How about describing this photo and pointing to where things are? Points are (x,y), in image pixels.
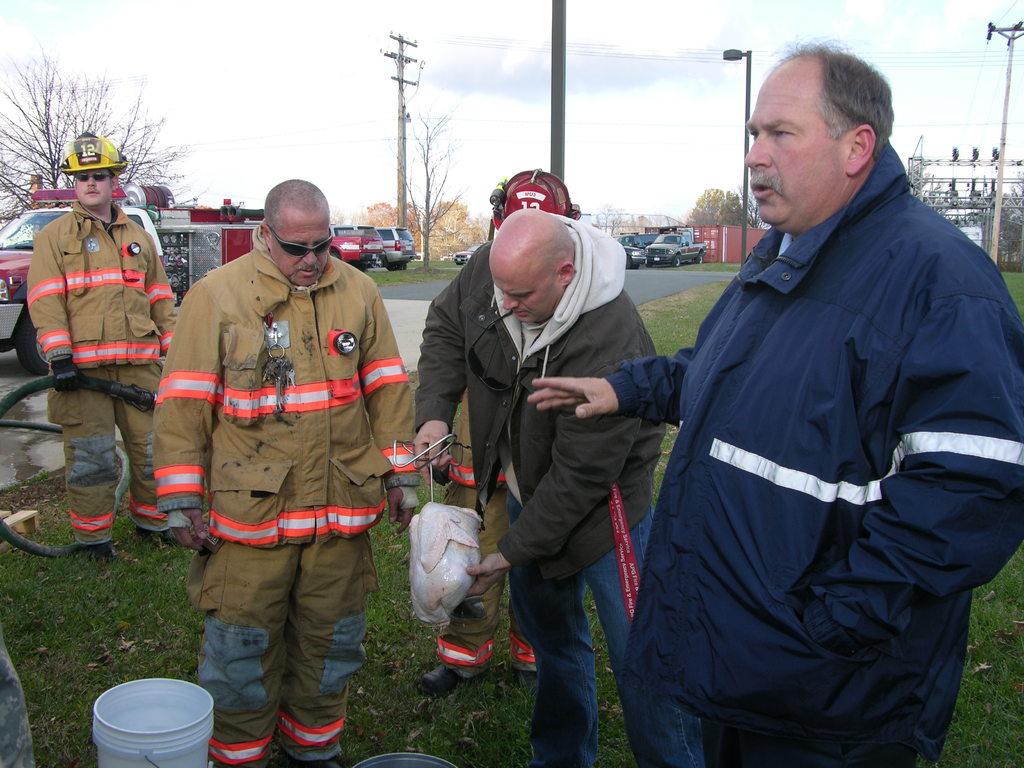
As we can see in the image there are few people (1016,322) here and there, grass (973,681), bucket (146,690), vehicles (699,259), trees (421,194), current pole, street lamp (737,53) and sky (418,31).
